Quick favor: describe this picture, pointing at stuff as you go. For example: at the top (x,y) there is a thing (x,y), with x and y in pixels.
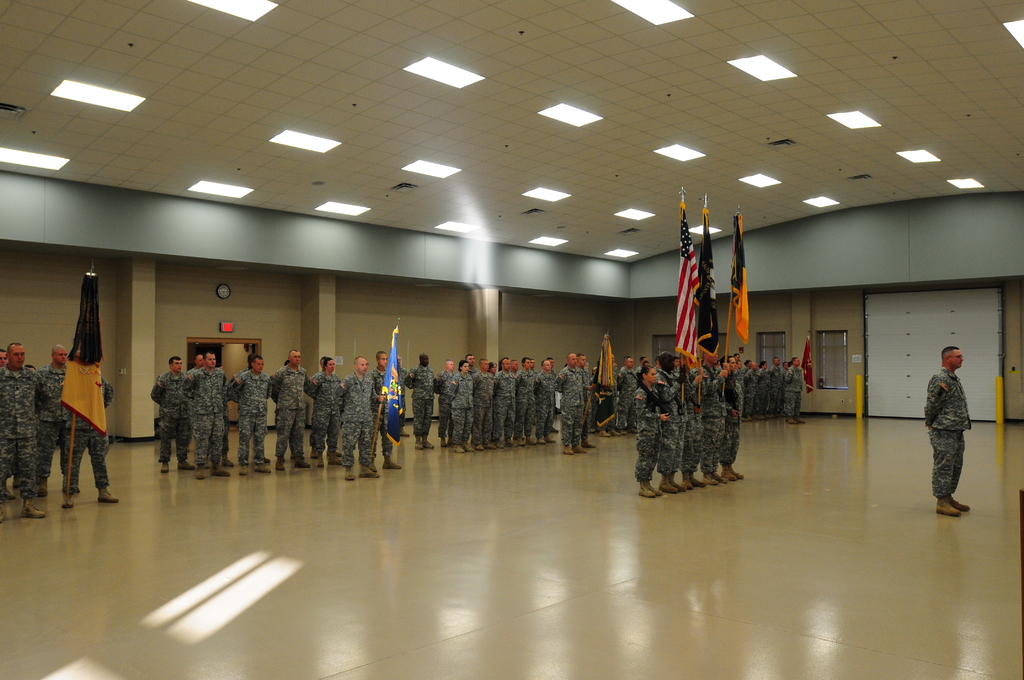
In the center of the image (481,425) we can see a few people (265,401) are standing on the floor (586,501) and they are in the same uniforms (418,394). Among them, we can see a few people (106,400) are holding flags (88,392). In the background (332,304) there is a wall (437,316), lights (548,114) and a few other objects (923,361).
